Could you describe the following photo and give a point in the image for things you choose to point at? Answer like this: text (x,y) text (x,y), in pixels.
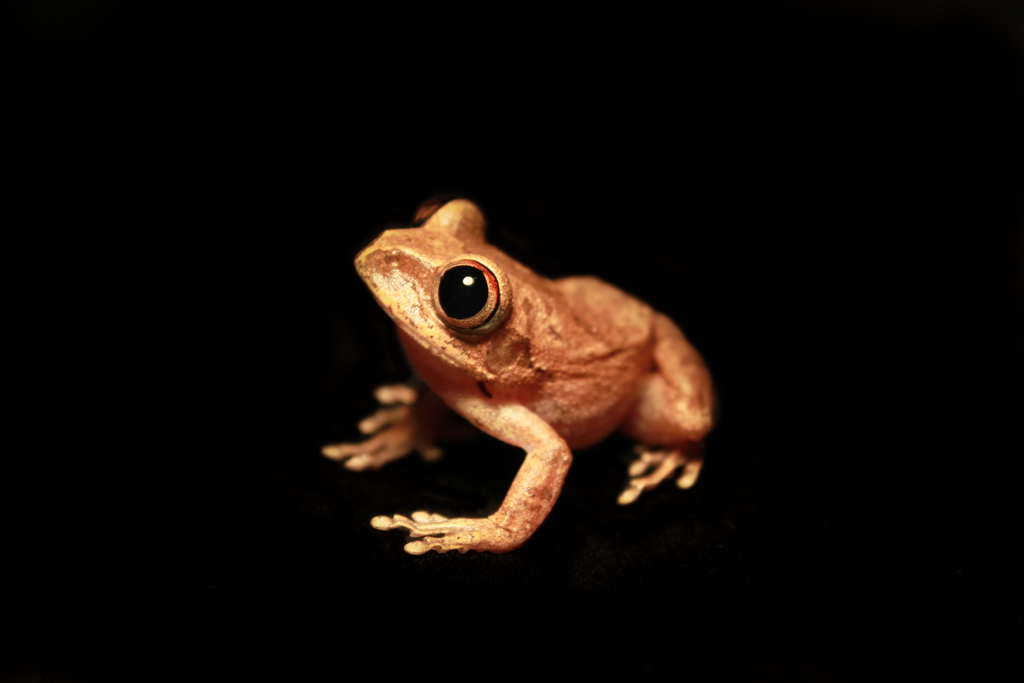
In this image I can see the frog (541,373) and it is in brown color. Background (773,343) is in black color.
